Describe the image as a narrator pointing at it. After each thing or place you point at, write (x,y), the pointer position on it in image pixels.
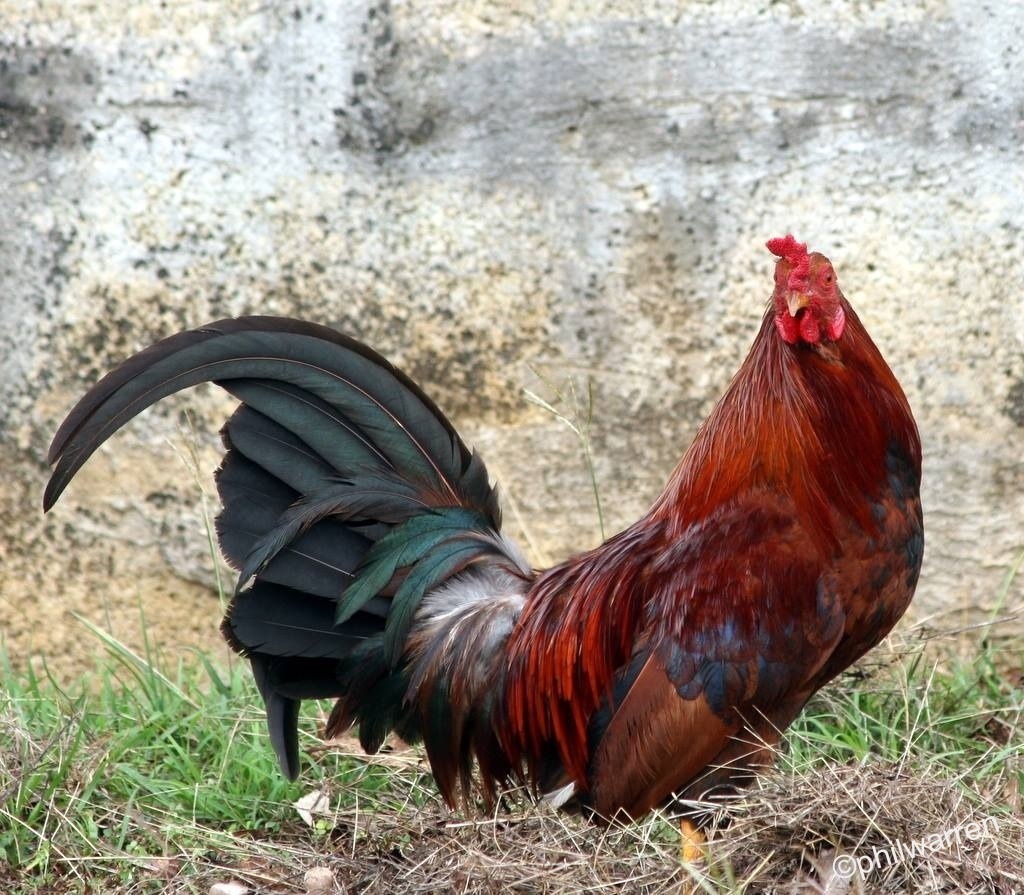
In this image we can see a rooster (843,656) on the ground (790,780). In the background (807,739), we can see the grass (973,779) and the wall (260,256). In the bottom right corner of the image (959,847) we can see some text (973,835).
